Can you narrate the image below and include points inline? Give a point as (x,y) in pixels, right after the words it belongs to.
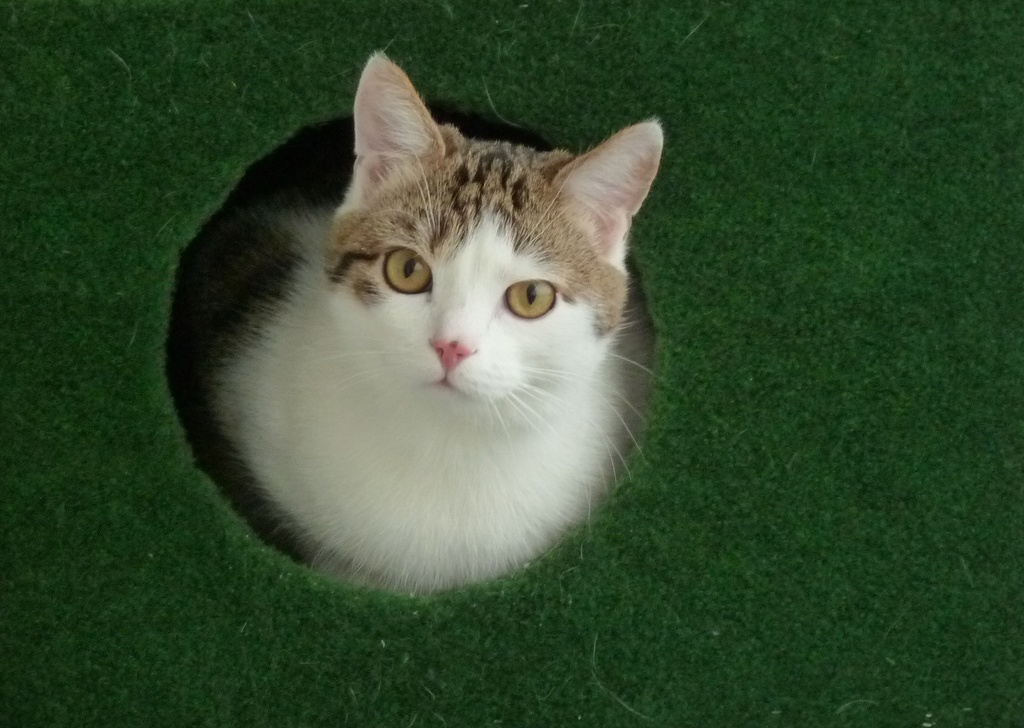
In the image there is a green sheet (904,190). In the middle of the green sheet (178,433) there is a white cat (495,327) with brown eyes (417,286).
